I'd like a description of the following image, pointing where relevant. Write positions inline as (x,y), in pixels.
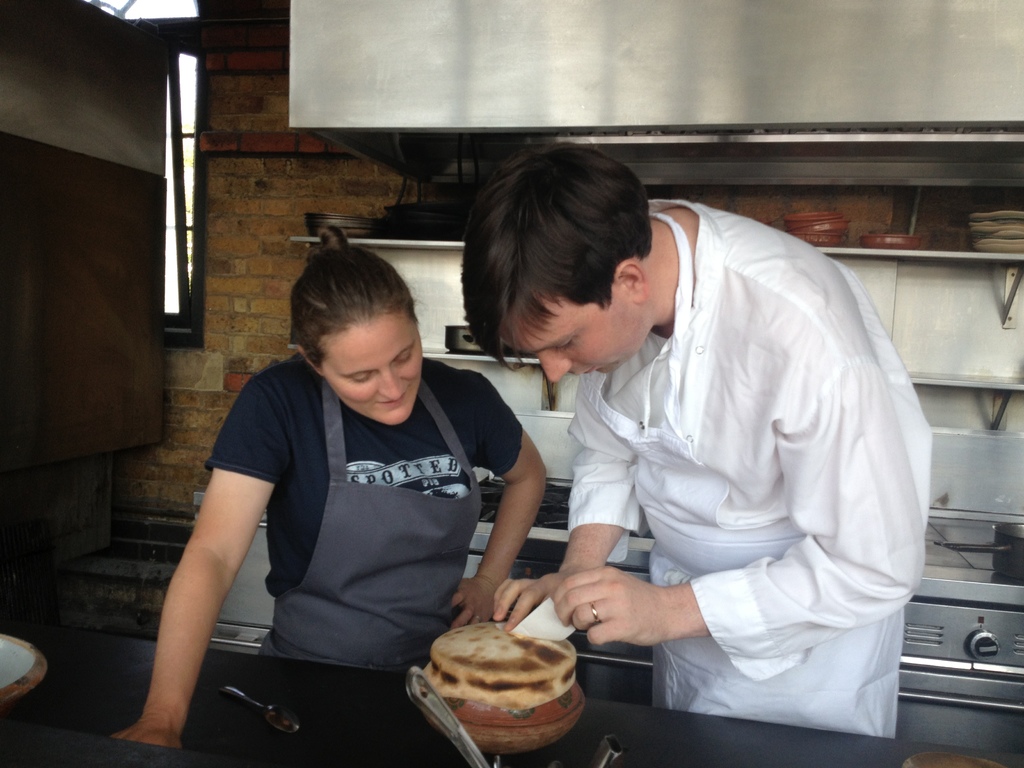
In this image I can see two persons (522,506) standing, the person (323,486) at left (317,424) is wearing black color dress (428,473) and the person (691,469) at right (891,460) is wearing white color dress (908,445). In front I can see the food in cream and brown color, background (957,243) I can see few plates (990,249) in the racks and the wall (264,272) is in brown color.
